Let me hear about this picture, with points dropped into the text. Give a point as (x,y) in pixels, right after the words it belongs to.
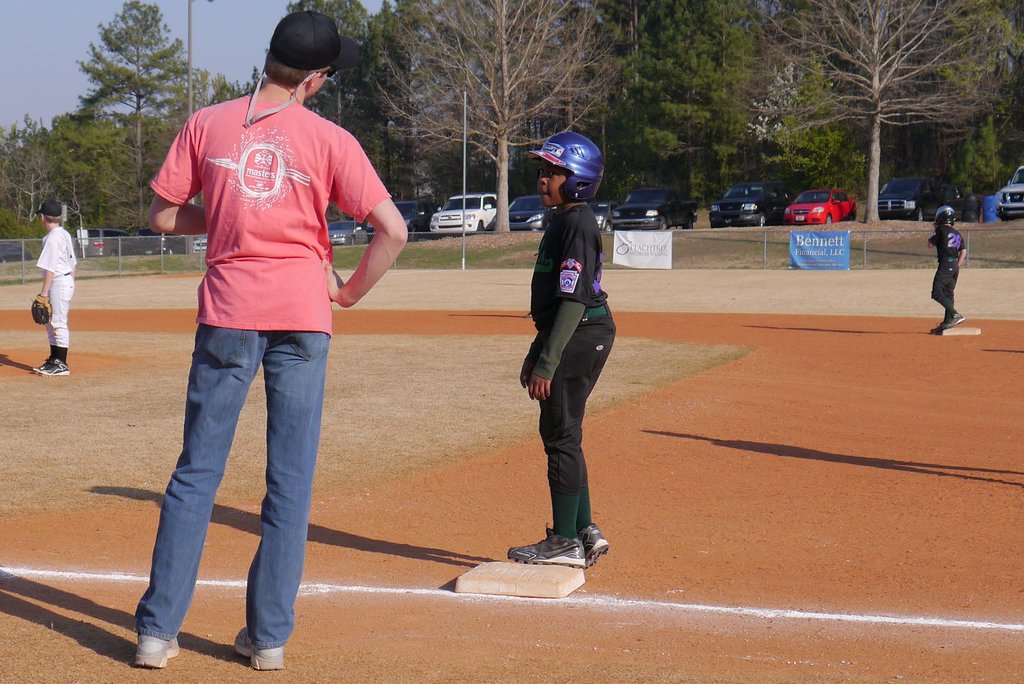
In this image we can see there are people (570,398) standing on the ground (404,415) and there are banners (812,253) attached to the fence (140,245) and there are vehicles (898,188) parked on the ground (880,230). And we can see there are trees (603,86), poles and the sky (232,31).
